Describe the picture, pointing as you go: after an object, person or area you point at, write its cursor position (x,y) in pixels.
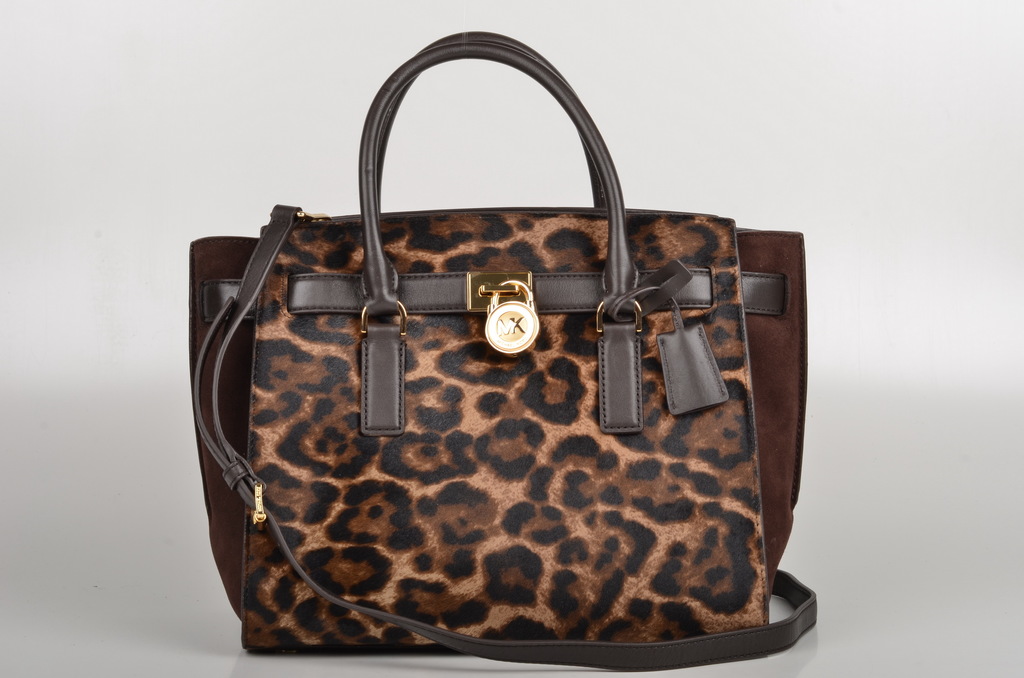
Here in the center (587,258) we can see one bag (643,397) which is in brown color.
